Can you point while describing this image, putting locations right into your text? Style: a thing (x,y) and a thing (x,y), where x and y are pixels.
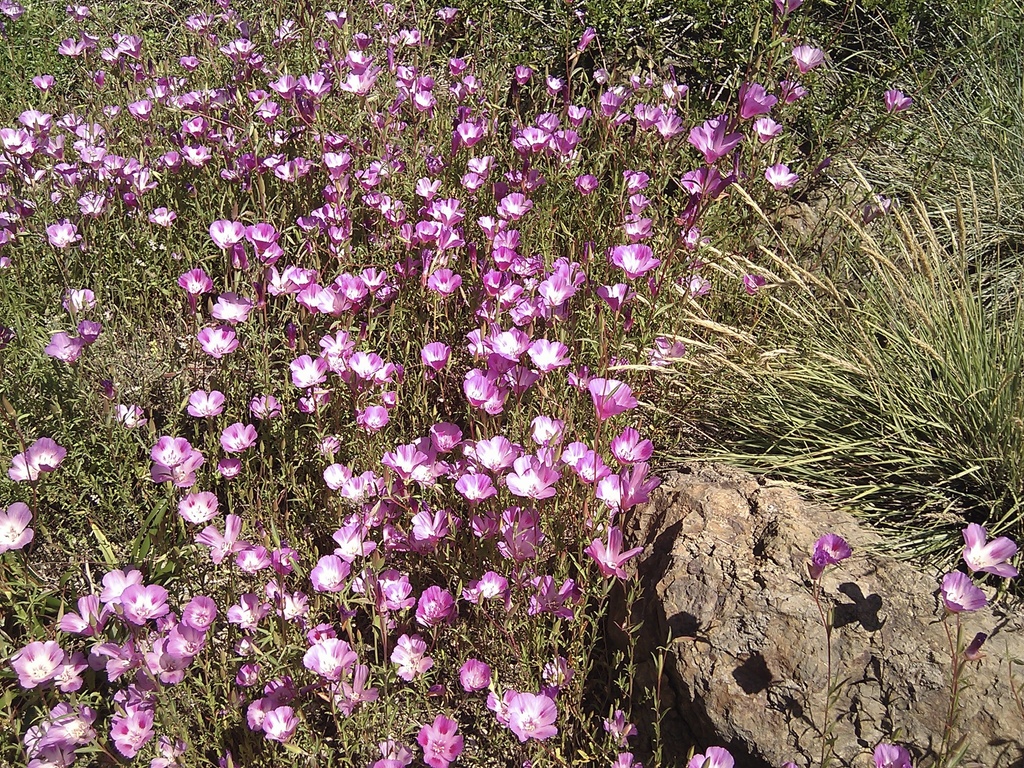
In this image we can see there are plants (824,535) with flowers (824,535) and there is a stone (758,634) and grass (852,217).
